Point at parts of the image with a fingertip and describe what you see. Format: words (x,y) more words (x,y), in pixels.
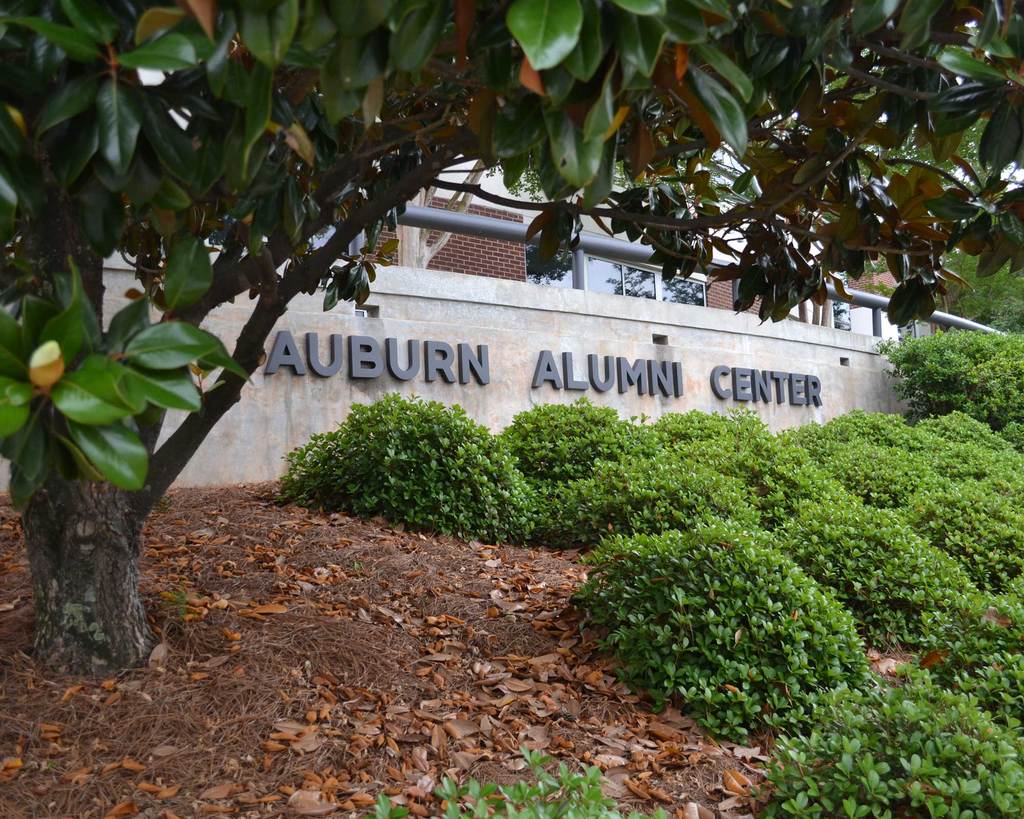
In this image there is a building (392,285) with some text (294,350) on the wall (402,384) of it, in front of that, there are trees (971,212), plants (838,599) and dry leaves (286,692) on the surface (213,669).
